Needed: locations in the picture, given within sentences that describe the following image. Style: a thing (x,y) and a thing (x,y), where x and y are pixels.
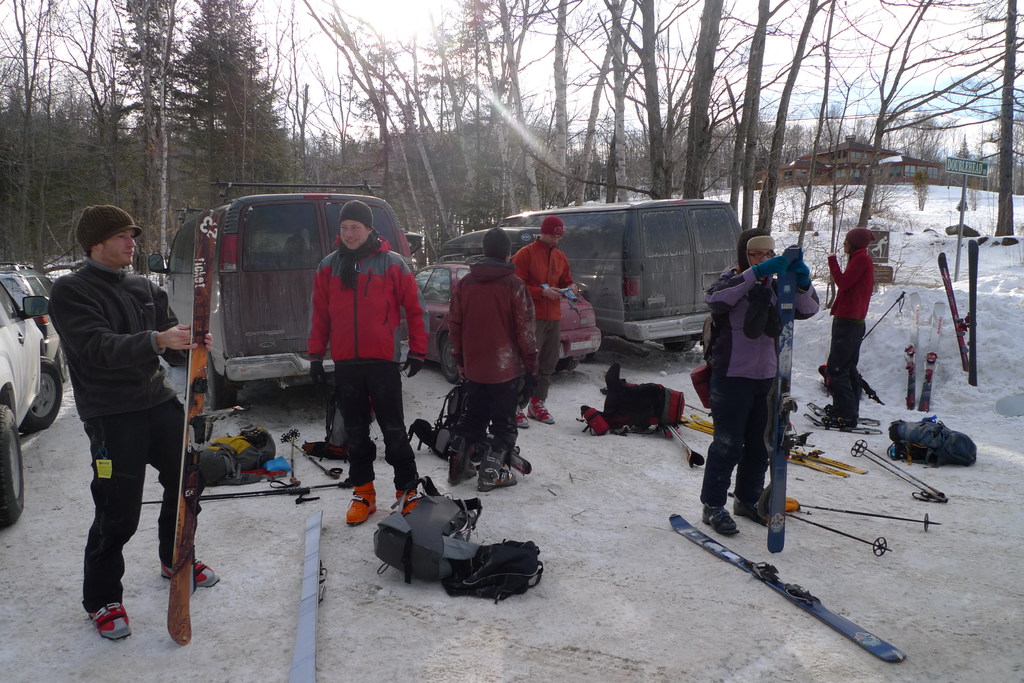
In the image we can see few persons (153,464) were standing and holding some object (189,460). In the background (539,133) there is a sky (422,71) with clouds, trees (652,136), vehicles (696,270), snow (267,423) and backpacks (240,435).
